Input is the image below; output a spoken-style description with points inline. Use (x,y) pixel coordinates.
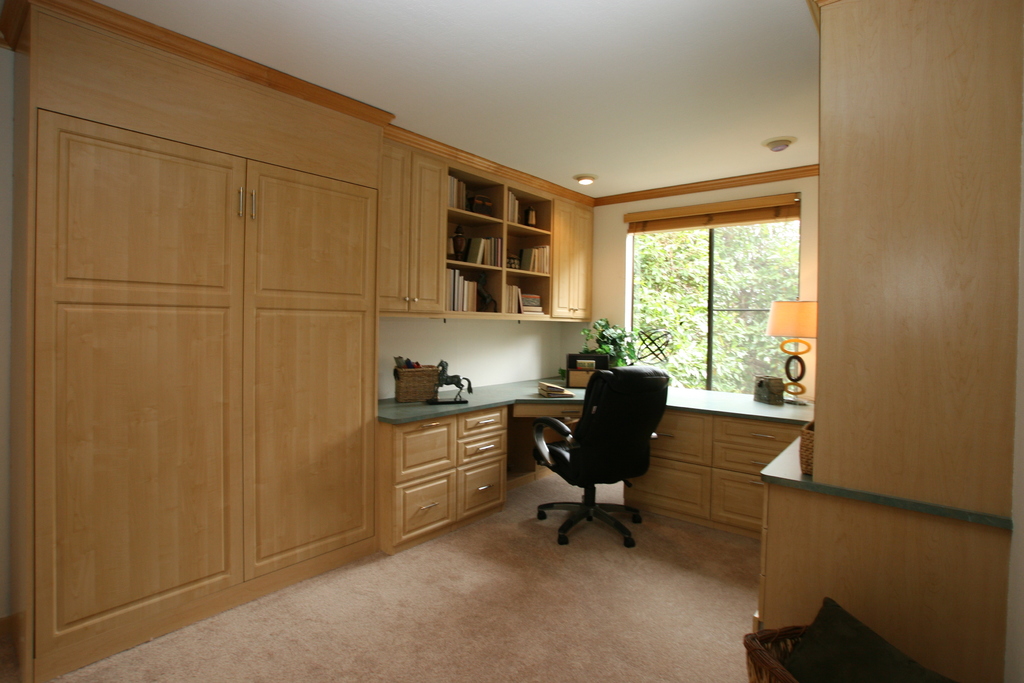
In this picture we can see a chair (551,504) on the floor (594,532), house plant (598,350), lamp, books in racks (543,280), cupboards (712,426), window (670,363) and from window (673,312) we can see trees (685,330).
